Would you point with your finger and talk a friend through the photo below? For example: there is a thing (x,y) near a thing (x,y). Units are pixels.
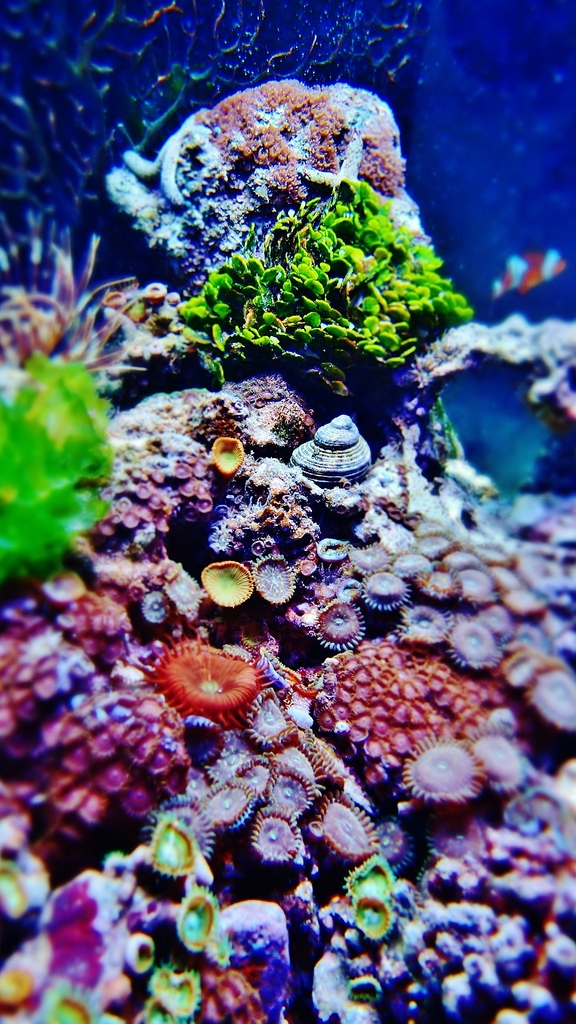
In this image we can see an underwater environment (504,192), there is a coral reef (286,379), there are plants (296,273), there is a plant (35,484) truncated towards the left of the image (70,462), there is a fish (525,274), there are objects (37,959) truncated towards the bottom of the image (173,980), there are objects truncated towards the left of the image (65,352), there are objects (246,53) truncated towards the top of the image (289,58).
